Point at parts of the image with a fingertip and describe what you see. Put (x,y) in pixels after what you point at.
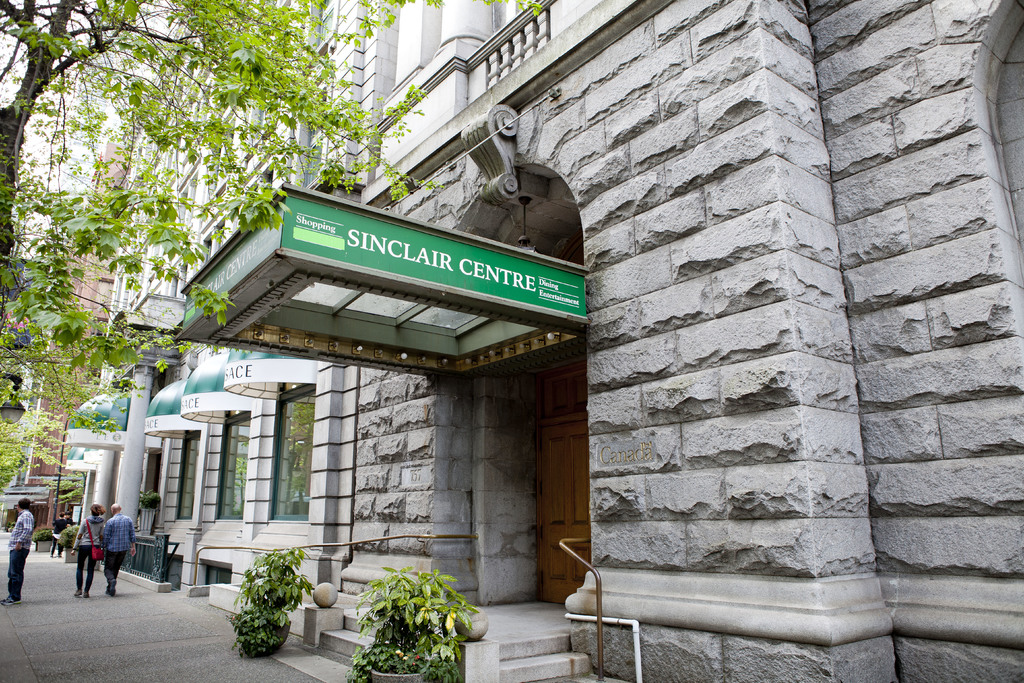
In this image there is a building (294,319), and there are some people (90,548) walking and also we could see some windows (236,462) and some boards (507,292) and pillars (149,373). On the boards (383,267) there is text (490,281) and there are some plants (391,637), flower pots (36,545) and some stones (326,607).
